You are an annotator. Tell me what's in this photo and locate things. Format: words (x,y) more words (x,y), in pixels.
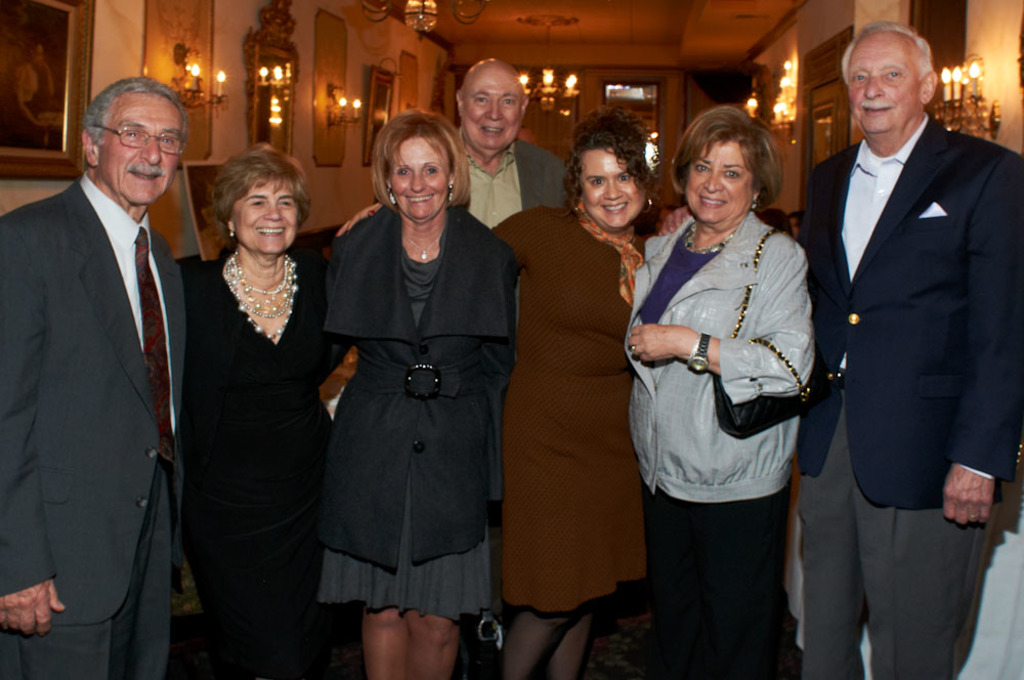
In this image there are groups of persons (522,383) standing, there is a woman (663,375) wearing a bag (734,337), there is a wall (596,106), there are photo frames (387,98) on the wall (235,149), there are lights (549,78), there is the roof (655,31) towards the top of the image (617,26).
